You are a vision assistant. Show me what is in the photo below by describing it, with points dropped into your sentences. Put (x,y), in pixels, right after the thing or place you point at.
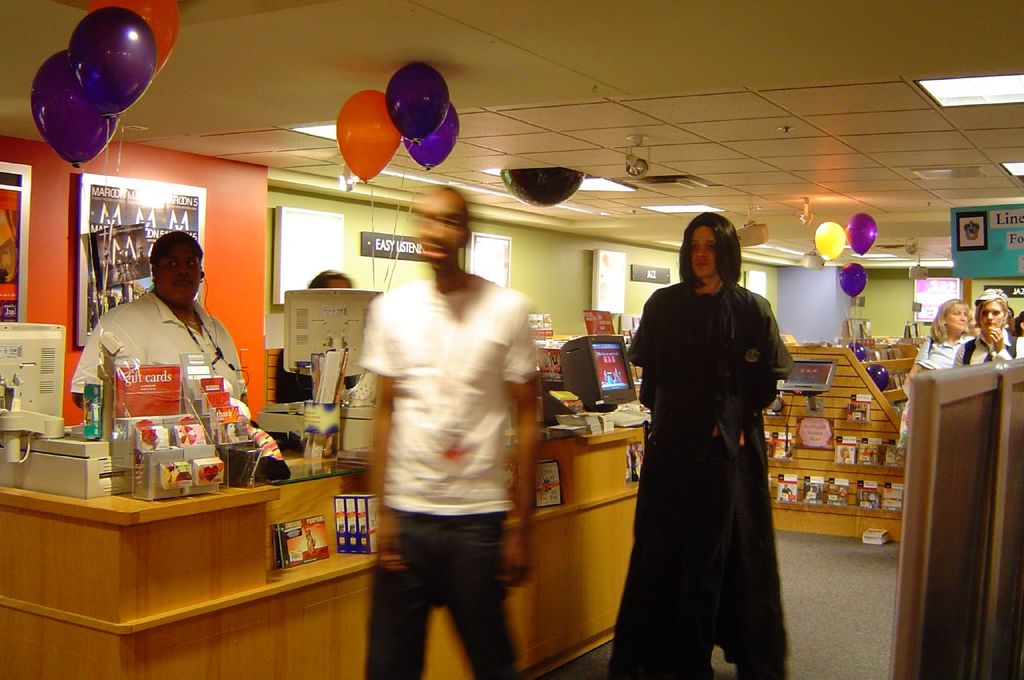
In this image I can see group of people (428,453) standing. In front (493,450) the person (507,456) is wearing white and black color dress (472,455) and I can also see few objects (269,427) and the system (601,370) on the wooden surface (254,523). In the background (10,246) I can see few balloons (847,274) in multicolor, few boards (1023,261) and I can also see few lights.
